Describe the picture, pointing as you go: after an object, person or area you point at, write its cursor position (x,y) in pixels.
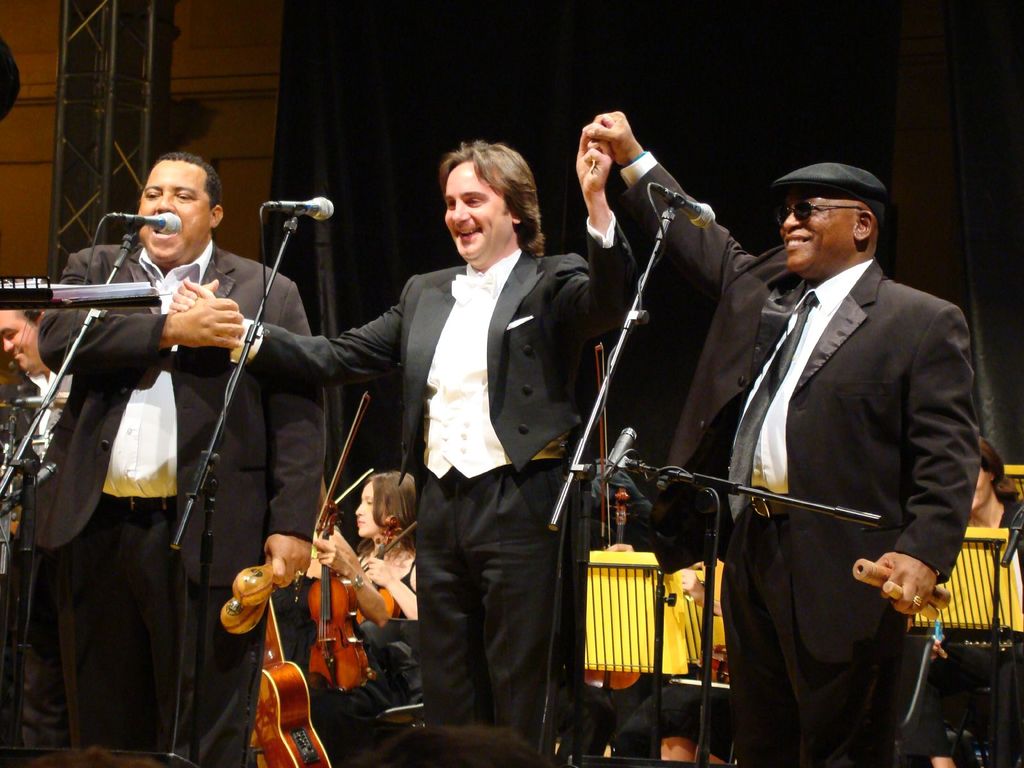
In this image, we can see people (752,525) standing and smiling and holding hands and also holding some other objects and we can see mic stands (57,383). In the background (404,500), there is a lady (374,575) holding a violin (331,654) and we can see some other people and some violins (343,641) and there is a curtain (515,80) and a pole (150,98).
